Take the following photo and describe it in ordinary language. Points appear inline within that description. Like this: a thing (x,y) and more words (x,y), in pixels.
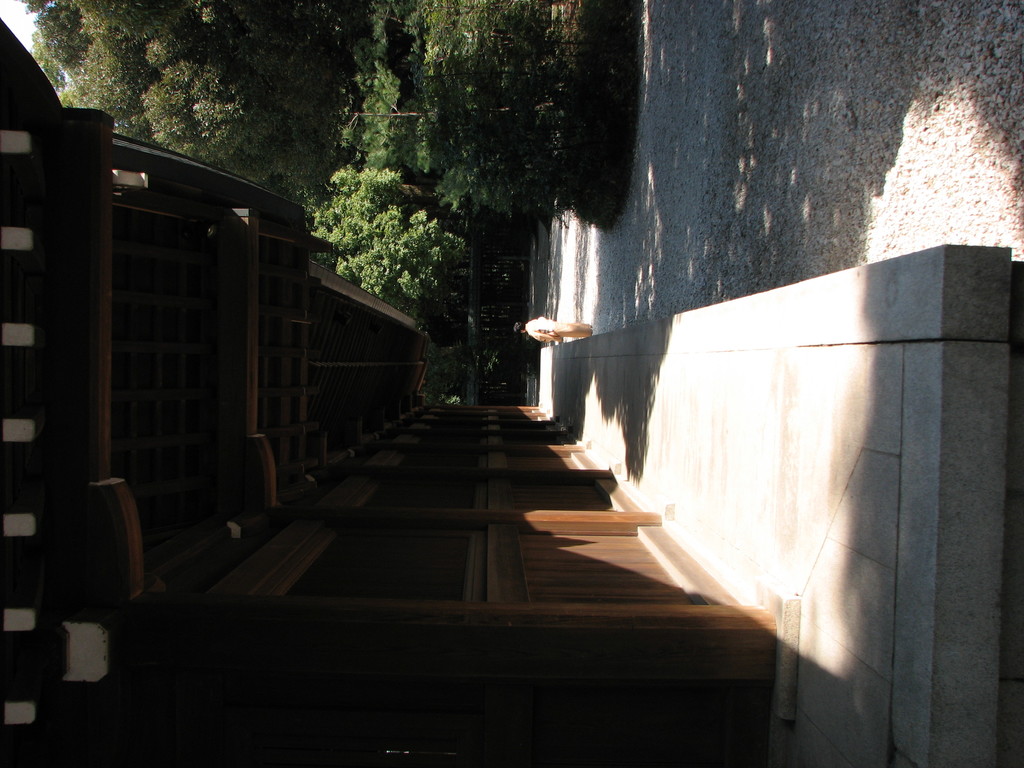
In this image I see the wooden wall (406,555) over here and I see the platform (569,376) over here and I see a person (561,329). In the background (435,299) I see the trees (442,201) and I see the shadow (704,173) on the ground (842,209).
